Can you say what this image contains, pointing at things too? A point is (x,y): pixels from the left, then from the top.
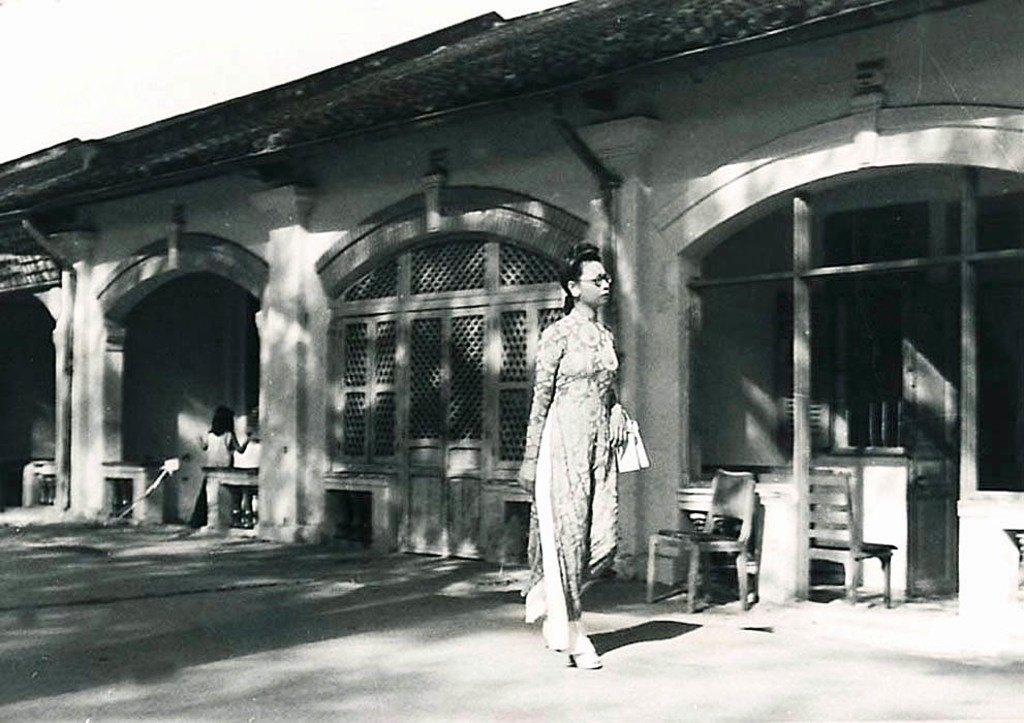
This is a black and white image. In the center of the image (574,391) we can see a lady (588,326) is walking on the road (635,654) and wearing dress (602,392), spectacles (602,276) and carrying a bag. In the background of the image (66,164) we can see a house (386,240), doors (374,340), wall (458,184), arches (819,137), chairs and a girl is standing. At the bottom of the image (471,713) we can see the road (266,592). At the top of the image (247,58) we can see the sky (227,66).
